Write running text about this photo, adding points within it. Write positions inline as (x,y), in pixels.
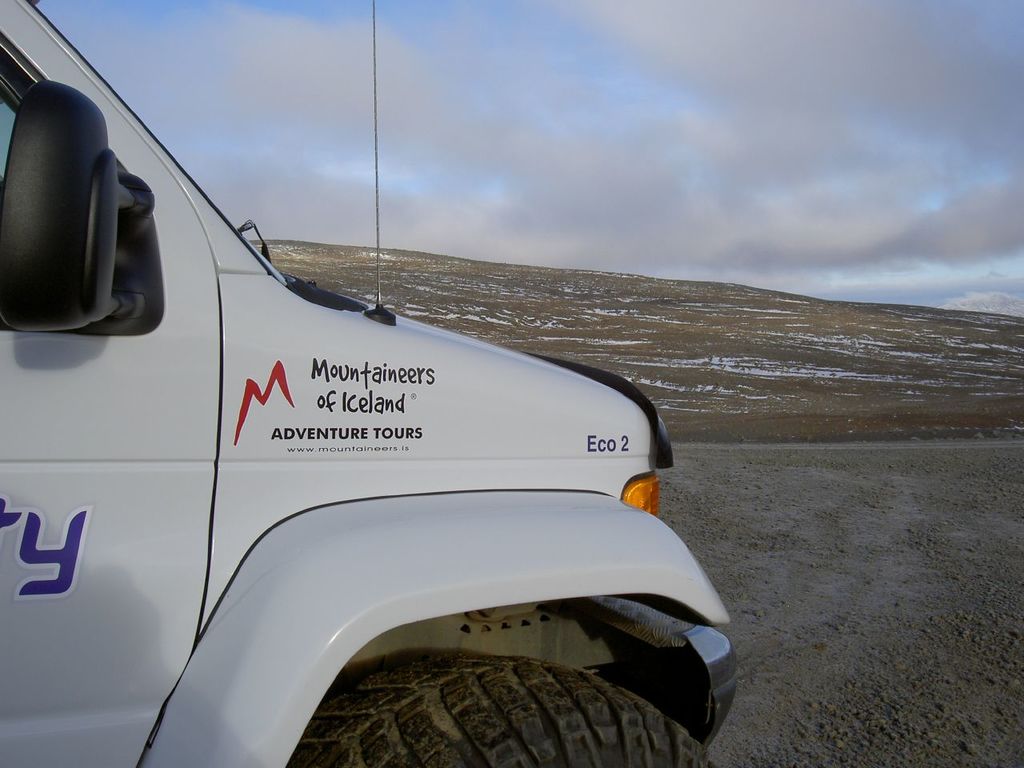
In this image in front (198,338) there is a car (346,518). At the bottom of the image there is gravel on the surface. In the background of the image (740,142) there is sky (740,142).
